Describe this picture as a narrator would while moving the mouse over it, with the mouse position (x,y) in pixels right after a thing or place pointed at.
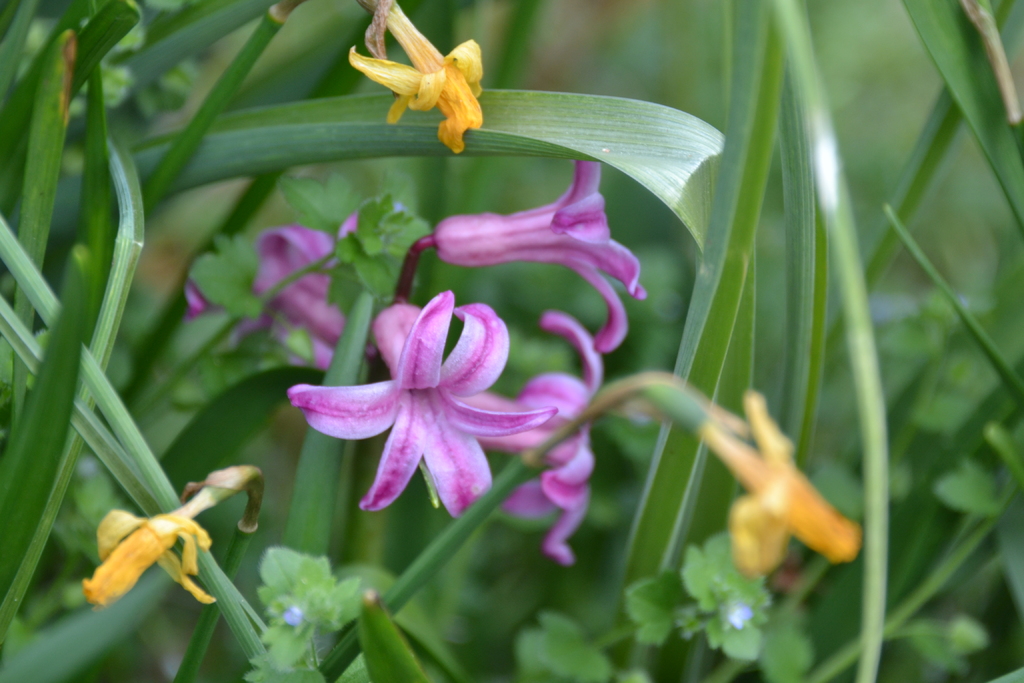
In this image we can see there are some flowers (403,348), leaves (358,457) of a plant (452,436) and grass (860,172).
